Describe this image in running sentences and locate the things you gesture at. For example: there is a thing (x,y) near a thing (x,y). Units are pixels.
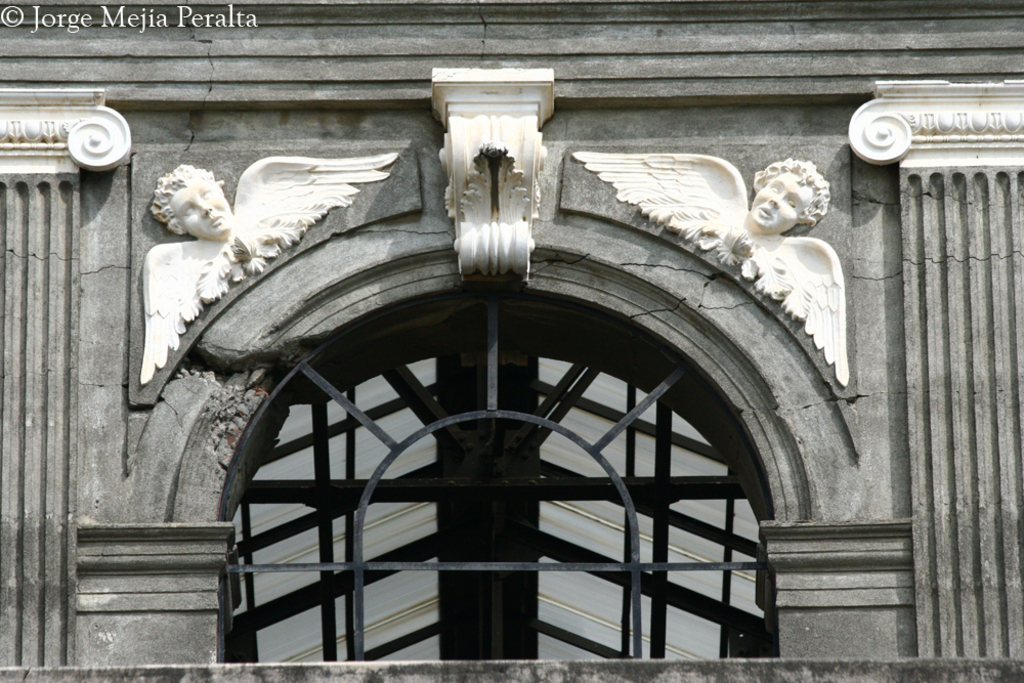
In this image I can see watermark (181,19) and sculptures (725,237) on a wall (642,237). I can also see a window (398,550) on a wall (653,244). This image black and white in color.
